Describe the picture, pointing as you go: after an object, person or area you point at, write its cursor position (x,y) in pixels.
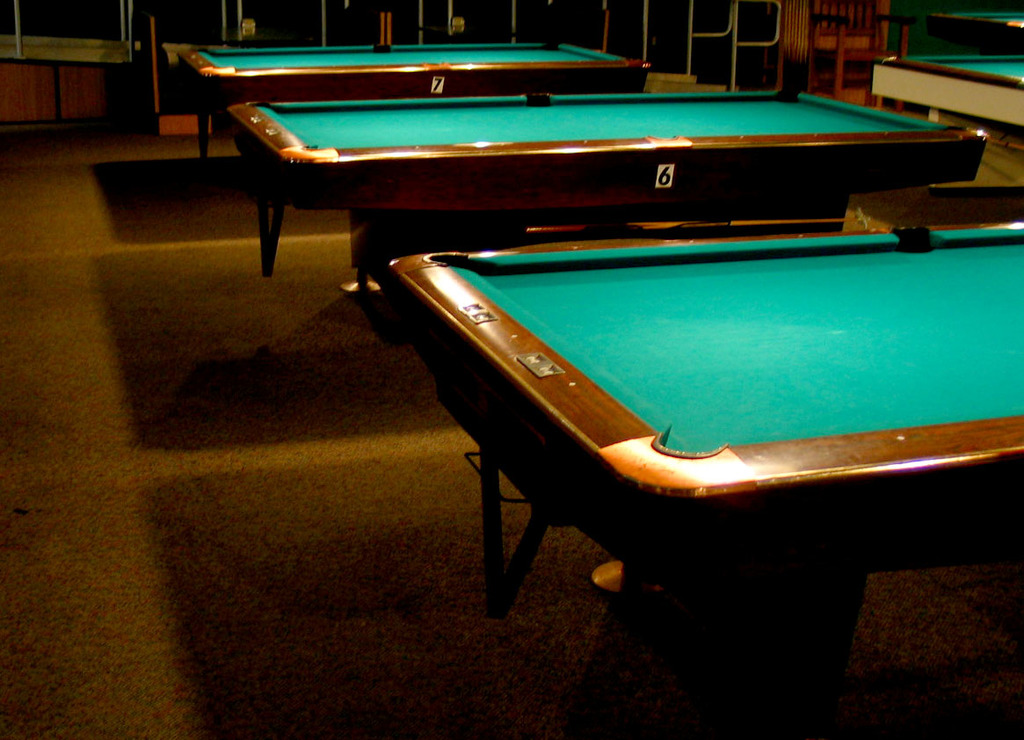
there are at least 4 pool tables (591,152) in this image. the tables (697,175) are named as 6 and 7.
